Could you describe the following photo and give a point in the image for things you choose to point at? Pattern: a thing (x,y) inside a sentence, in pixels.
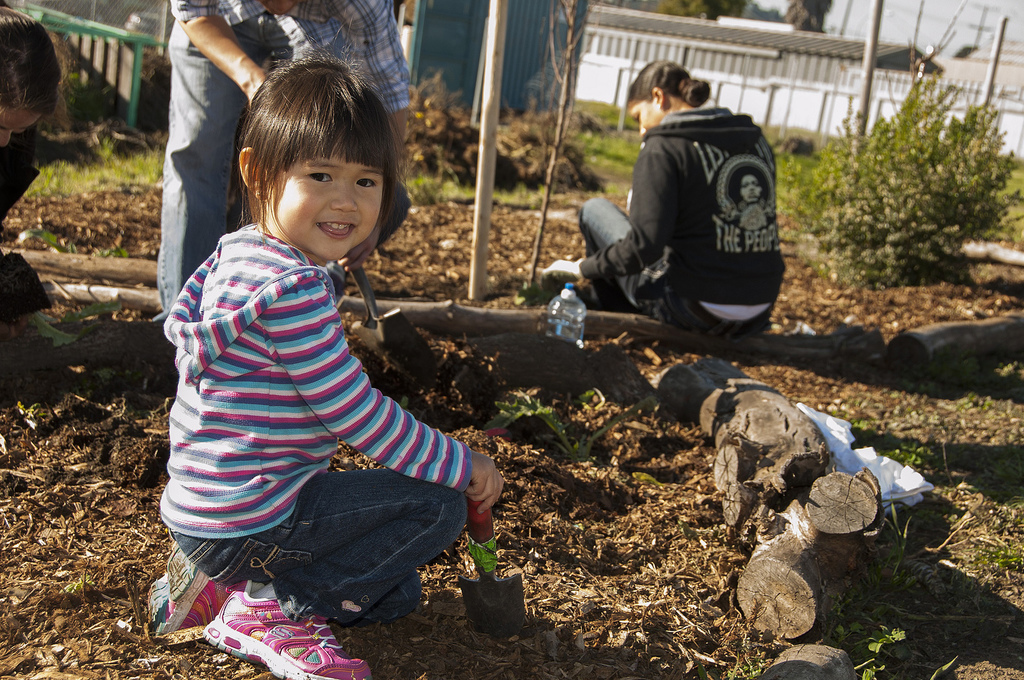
In the image there are few people (192,99) doing some work by sitting on the ground (398,376) and around them there are wooden logs (751,473) and plants (558,129), in the background (582,18) there is a wall (981,99).
